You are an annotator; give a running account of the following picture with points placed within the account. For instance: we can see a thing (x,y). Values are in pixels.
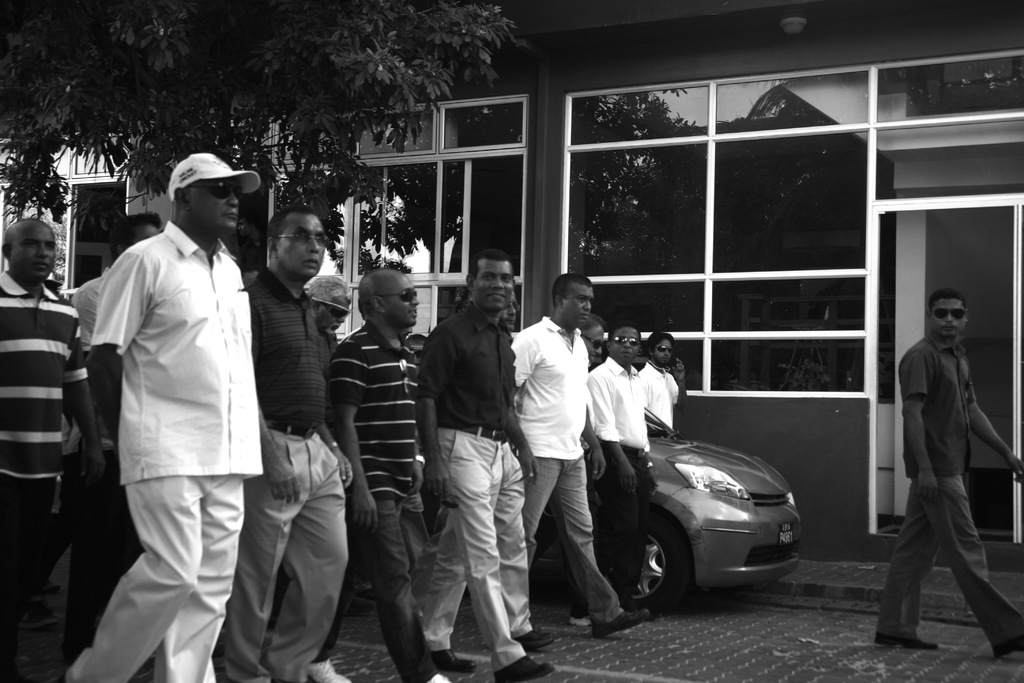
This is a black and white picture, we can see a few people (622,418), buildings (799,432) with glass windows (702,201), trees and a vehicle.
